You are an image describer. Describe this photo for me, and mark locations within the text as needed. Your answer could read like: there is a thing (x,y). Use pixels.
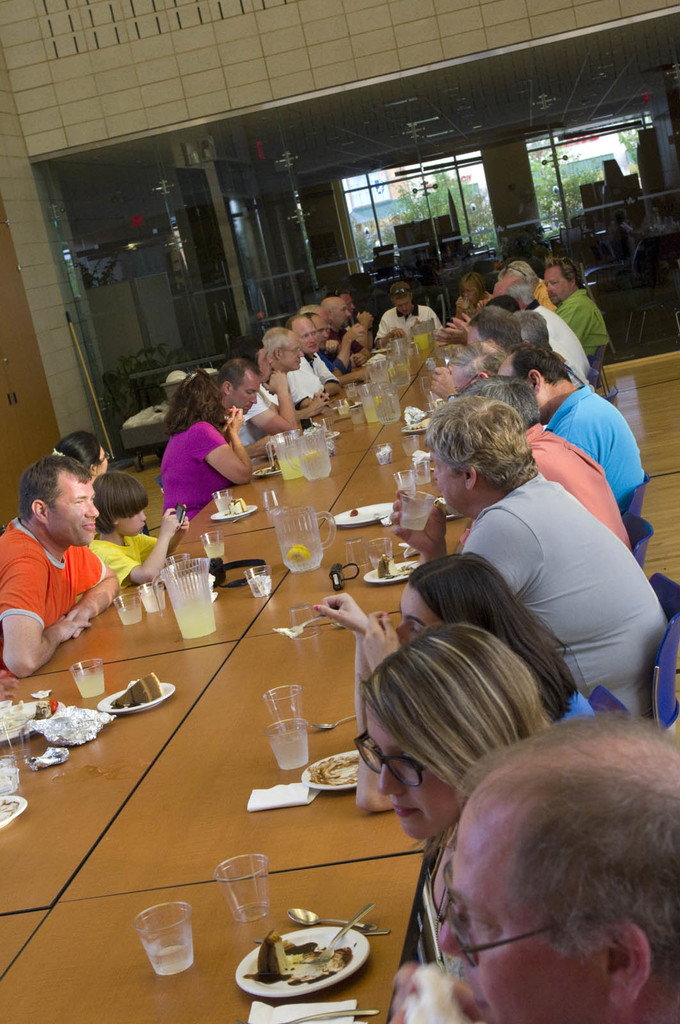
Group of people (561,823) sitting on the chair (638,545). We can see table (195,672). On the table (44,892) we can see jars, glasses (133,605), plates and things (39,694). This is floor (648,411). On the background (437,135) we can see glass window (362,180) and wall (364,22).
